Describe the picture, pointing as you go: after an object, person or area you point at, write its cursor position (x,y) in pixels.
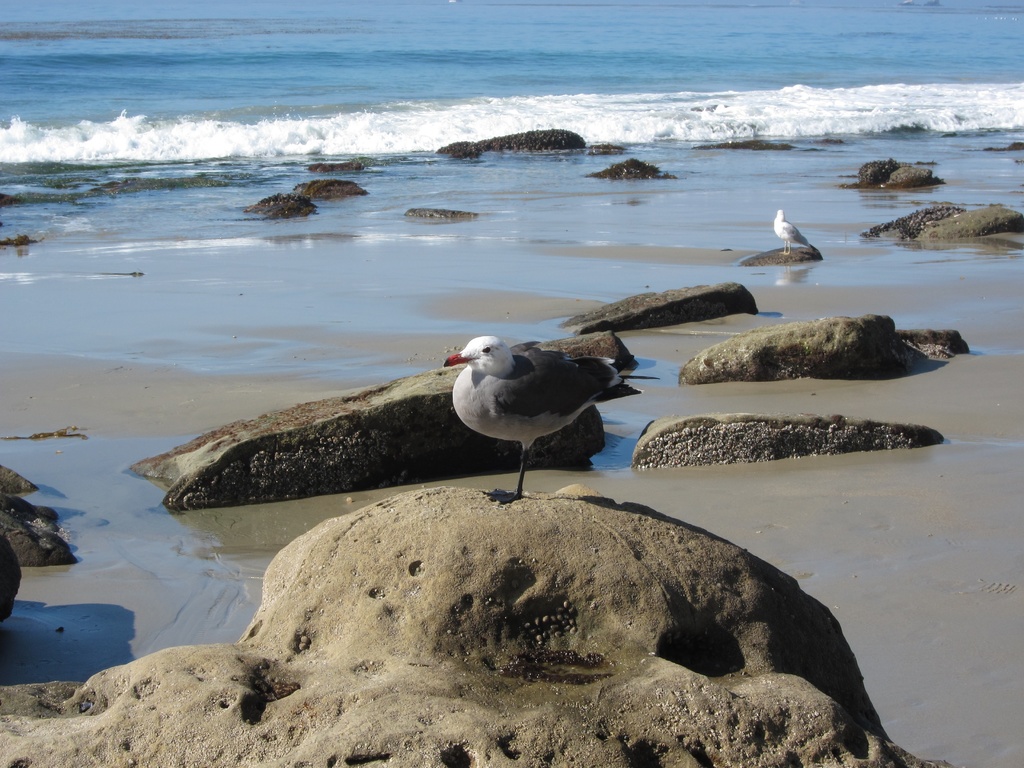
In this image we can see two birds (509,419) standing on the rocks (799,376) and water (470,77) in the background (405,101).
